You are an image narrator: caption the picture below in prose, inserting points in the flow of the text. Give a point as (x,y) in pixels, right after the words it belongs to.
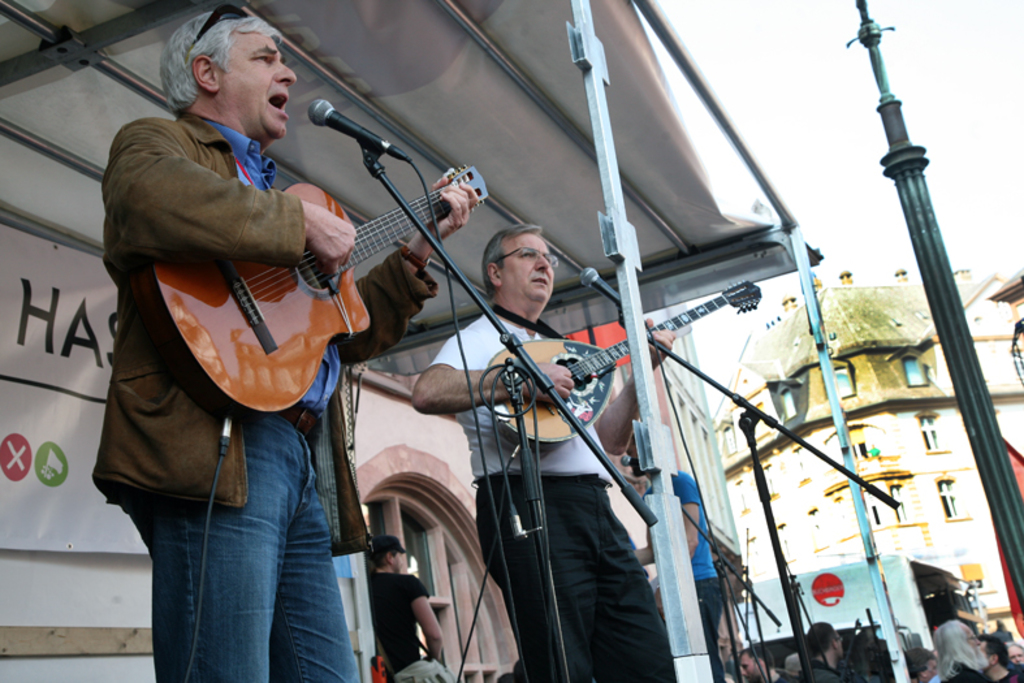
The picture is taken outside of the building (461,492) where two people (559,558) are standing on the stage (82,658) and at the left corner of the picture (220,652) one person (215,666) is wearing a brown coat (225,218) and playing guitar (287,275) and singing in front of the microphone (347,133) and another person (636,664) is standing in white shirt (508,442) and playing guitar (556,409) and behind them there is a building (396,425) with door (419,533) and one person (427,626) standing at the door (463,578) and at the right corner of the picture (759,552) there is one building (1022,298) and crowd (942,636) is present.
